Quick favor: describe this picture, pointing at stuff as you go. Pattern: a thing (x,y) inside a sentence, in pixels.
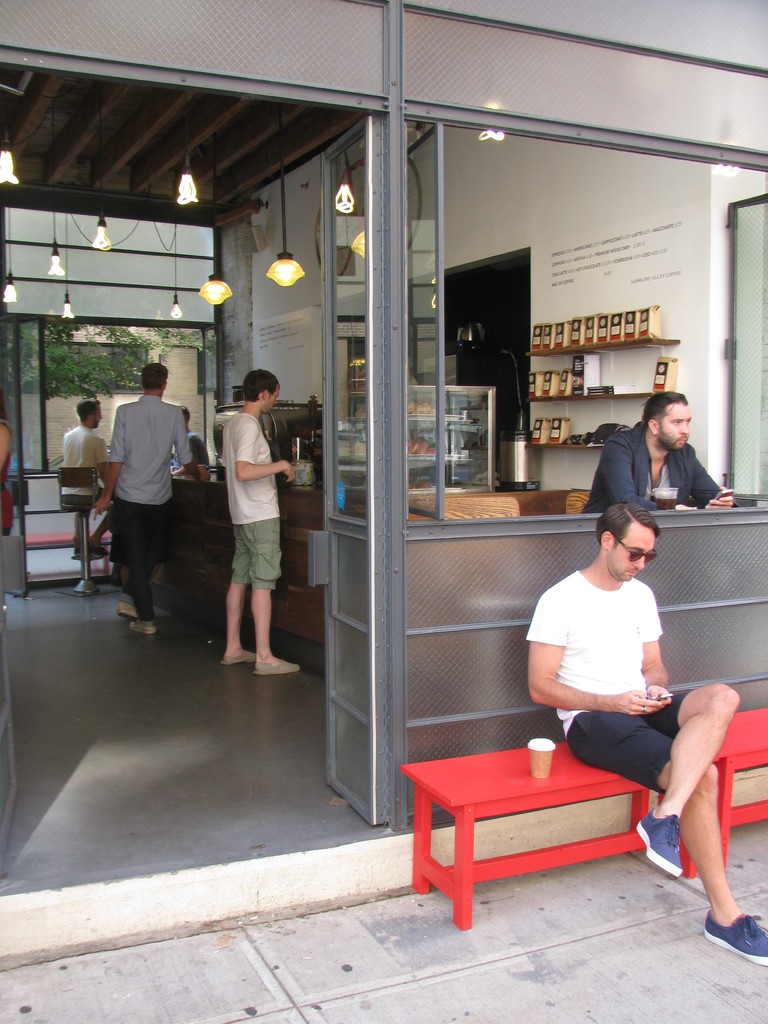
In this picture we can see a man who is sitting on the bench (526,777). This is floor (175,695). Here we can see some persons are standing on the floor (246,742). These are the lights (10,177) and there is a wall (571,226).
